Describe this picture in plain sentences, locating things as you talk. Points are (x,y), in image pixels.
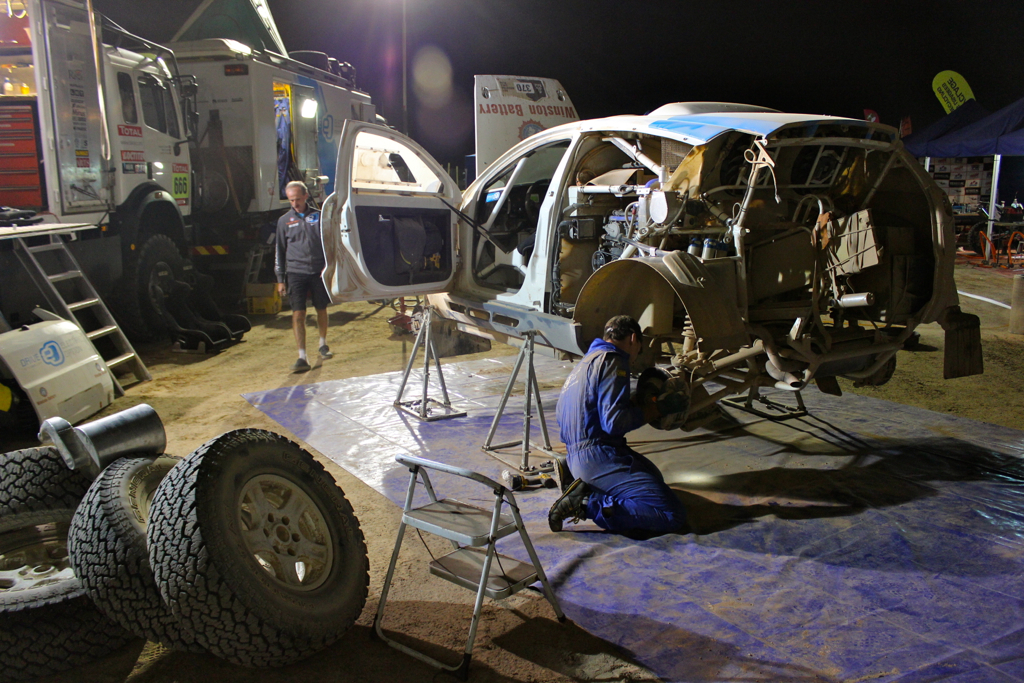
In the picture I can see a car (525,214) which is placed on few stands (753,397) and there is a person (617,420) wearing blue dress (589,428) is sitting beside it and there is another person (317,211) beside it and there are few tires (168,551) and vehicles (139,173) in the left corner (154,179) and there are some other objects (936,145) in the background (996,151).
